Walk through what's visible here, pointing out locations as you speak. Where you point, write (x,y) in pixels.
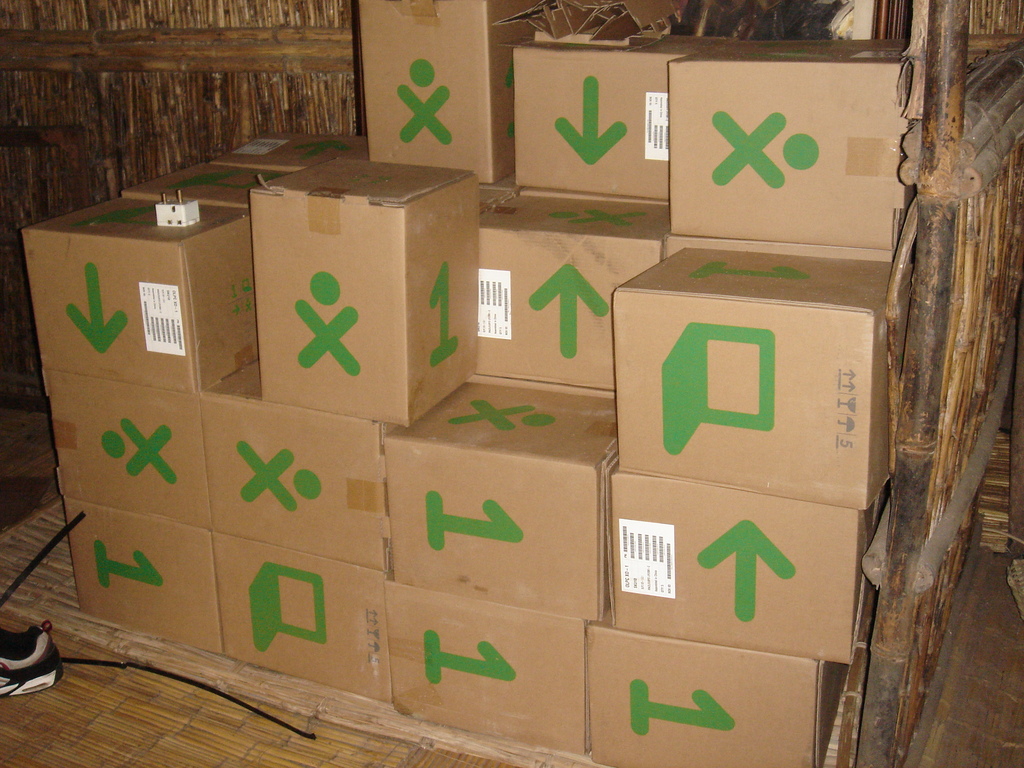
In this image, we can see boxes (345,474) and a shoe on the floor (262,745) and in the background (916,34), there are wood logs (951,175).
